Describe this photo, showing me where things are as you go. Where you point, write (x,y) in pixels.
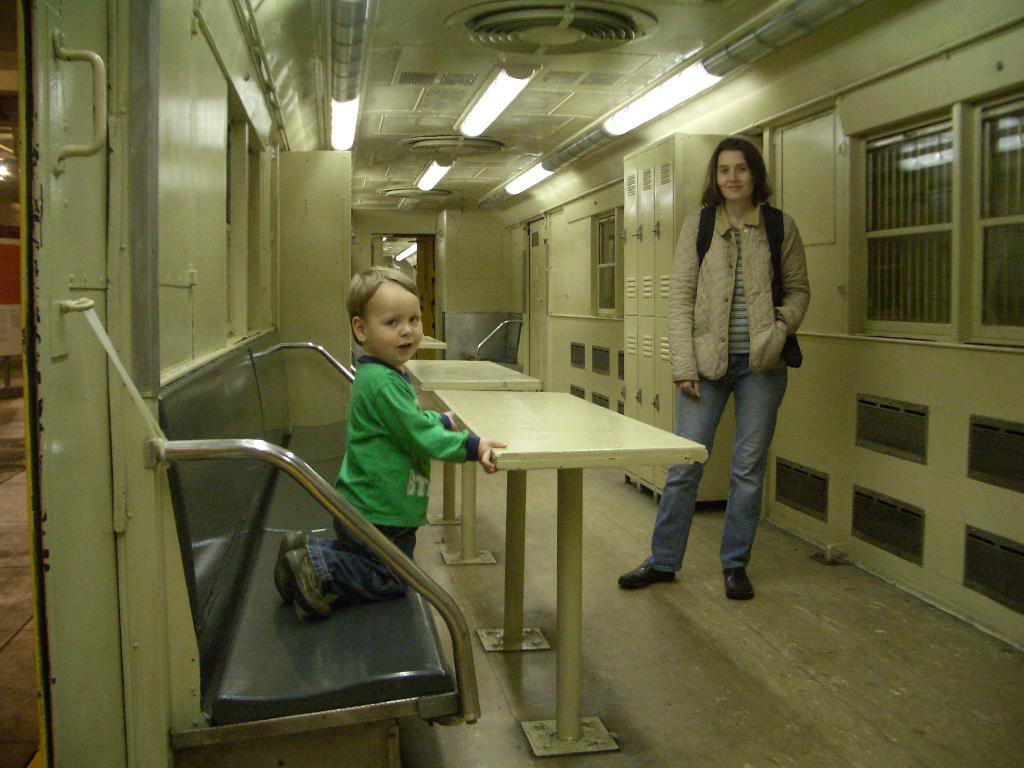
In this image there is a lady person (743,336) wearing sweater (724,298) carrying backpack (781,222) standing on the floor (703,558) and at the left side of the image (326,558) there is a kid (335,545) who is kneeling on the bench (392,605).
